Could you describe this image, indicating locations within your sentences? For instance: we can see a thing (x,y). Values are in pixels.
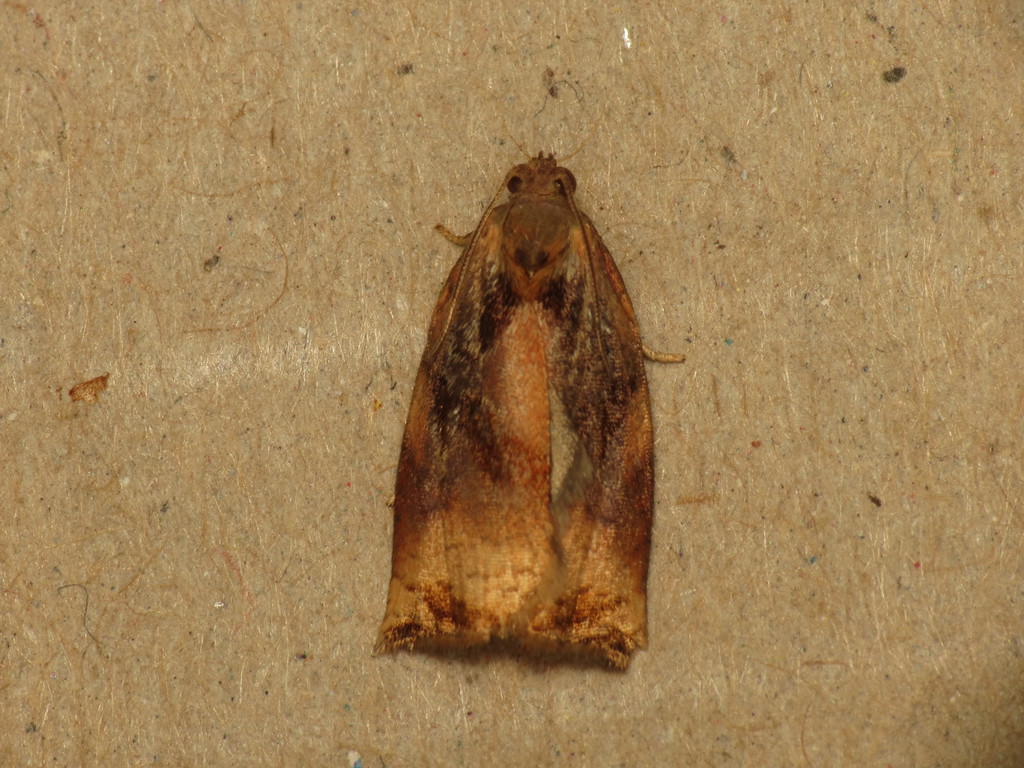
In this image we can see an insect (617,600) on a wooden platform (793,644).
